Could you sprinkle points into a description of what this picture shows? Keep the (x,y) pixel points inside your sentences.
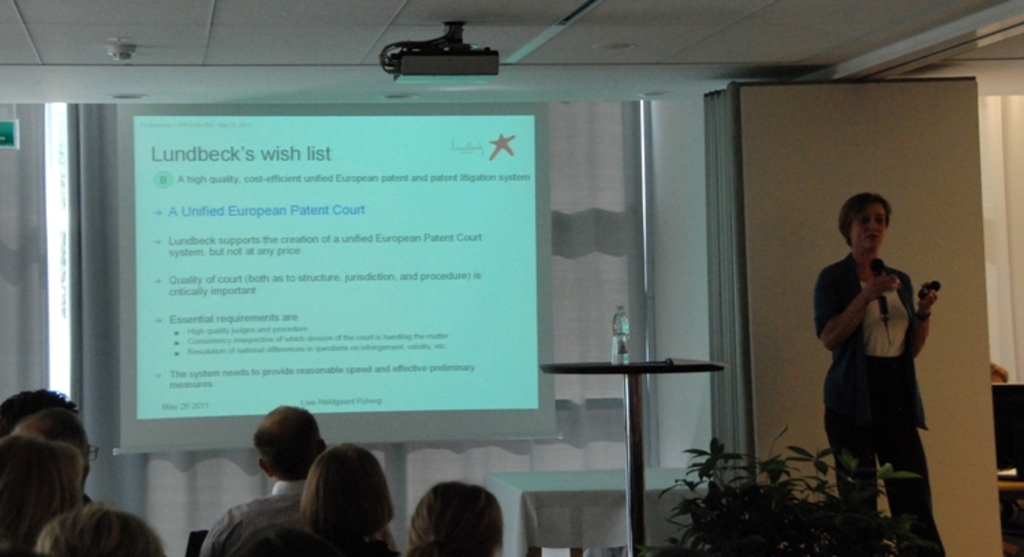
At the top of the image (256,172) we can see projector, electric light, projector display (378,298) and a water bottle (618,357) on the table (627,416). At the bottom of the image (52,479) we can see persons (59,463) sitting, a plant (816,504) and a person (870,338) standing on the floor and holding a mic (884,291) in her hand (880,290).
